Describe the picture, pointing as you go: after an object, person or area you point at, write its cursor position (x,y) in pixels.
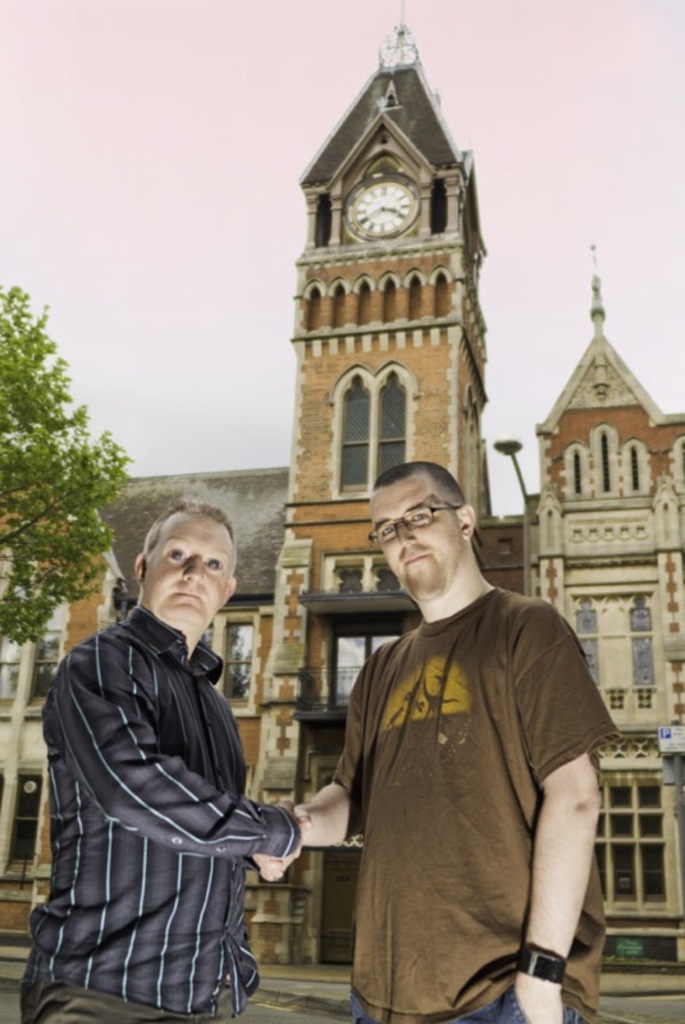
In the foreground of the picture (593,854) I can see two men (501,883) and they are shaking the hands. There is a man (378,840) on the right side (521,852) is wearing a T-shirt (436,765) and the another man (191,791) on the left side (111,684) is wearing a shirt (182,676). I can see a tree (67,387) on the left side (12,624). In the background (359,473), I can see the building (396,378) and there is a clock (382,227) on the wall (380,168) of the building (432,201). There are clouds (165,188) in the sky (139,278).
